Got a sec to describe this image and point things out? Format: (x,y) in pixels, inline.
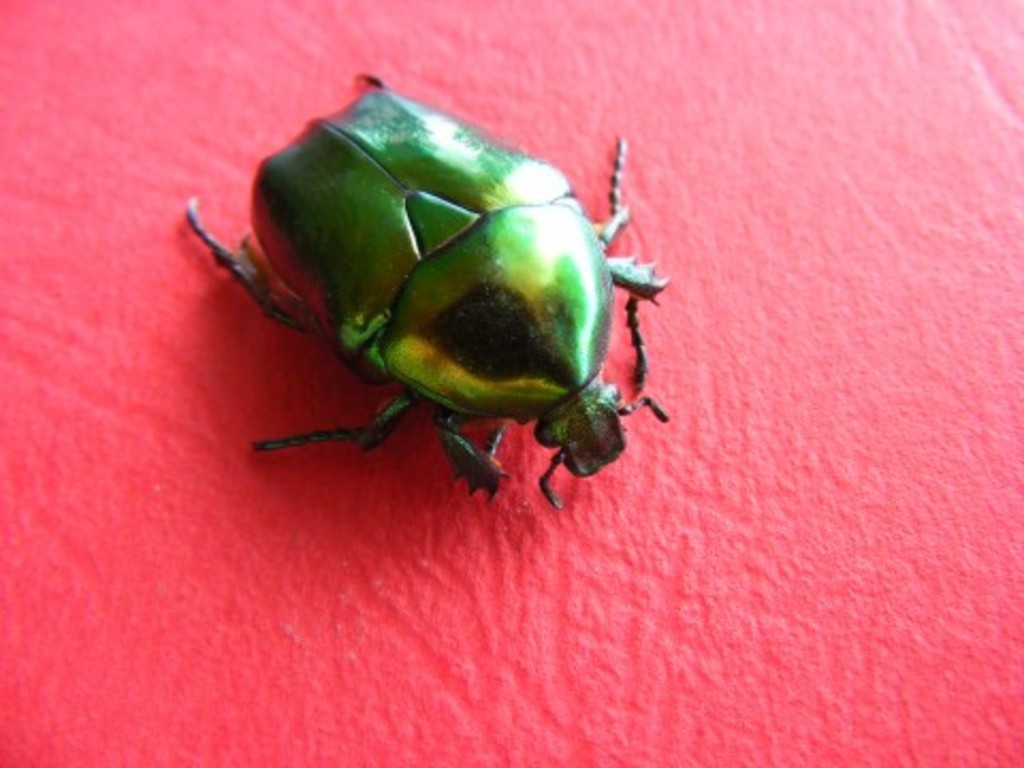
In this picture I can see there is a bug (564,207) on a pink surface (572,622) and it has a body (574,359), head (567,430) and legs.
